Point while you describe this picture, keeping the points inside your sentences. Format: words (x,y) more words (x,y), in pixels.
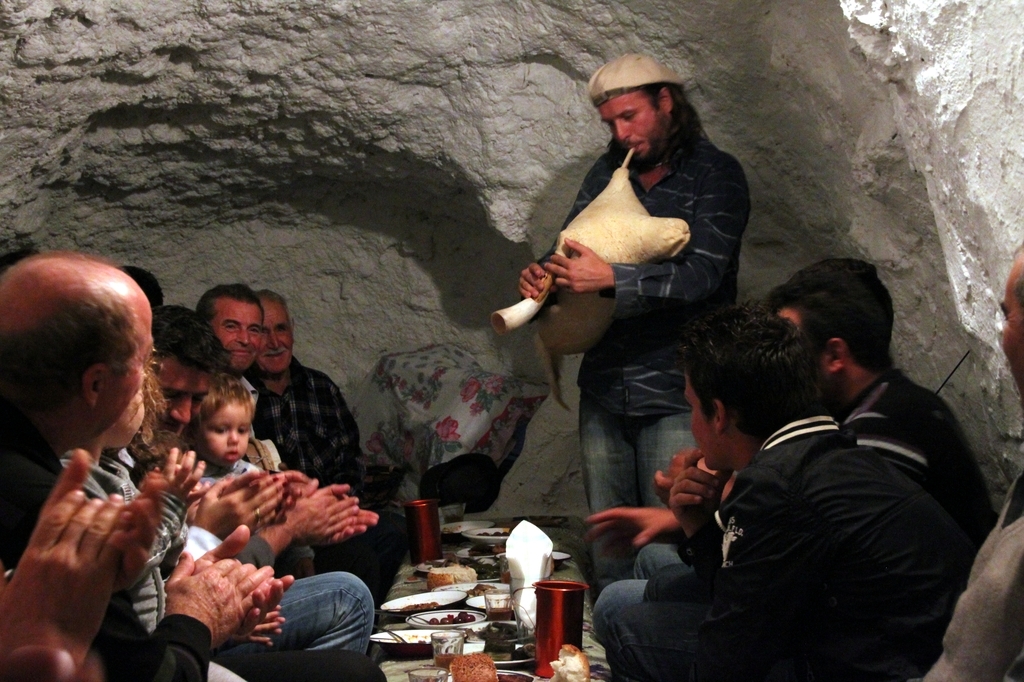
In this image we can see people (908,465), plates (375,637), glasses (414,669), food (579,655), and other objects (520,545). Here we can see a person (636,494) is holding an object (599,312) with his hands (599,284). In the background (530,213) we can see rock (1010,234).
